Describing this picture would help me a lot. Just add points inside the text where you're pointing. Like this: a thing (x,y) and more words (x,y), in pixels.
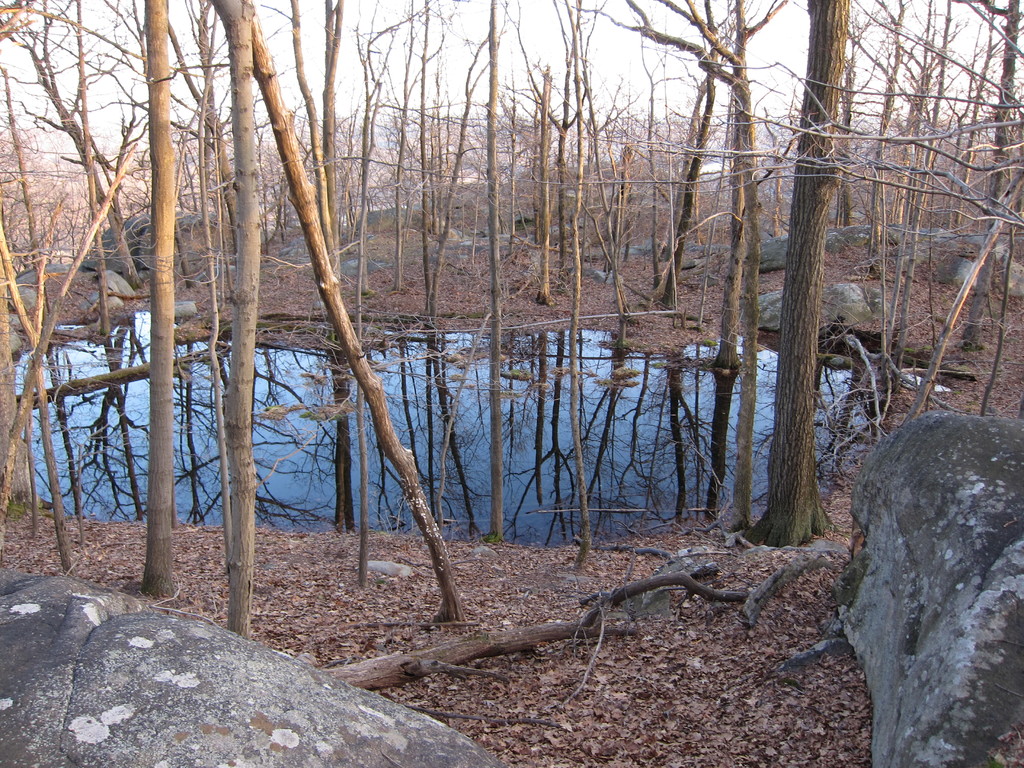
This picture is clicked outside. In the foreground (648,727) we can see the rocks (893,547), dry leaves (615,715) and some wooden objects (376,665) lying on the ground (330,590). In the center (530,479) we can see a water body (445,412) and we can see the dry stems (719,54) and branches (689,43) of the trees (480,171). In the background (552,35) we can see the sky (695,64) and some other items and we can see the rocks (932,237).
